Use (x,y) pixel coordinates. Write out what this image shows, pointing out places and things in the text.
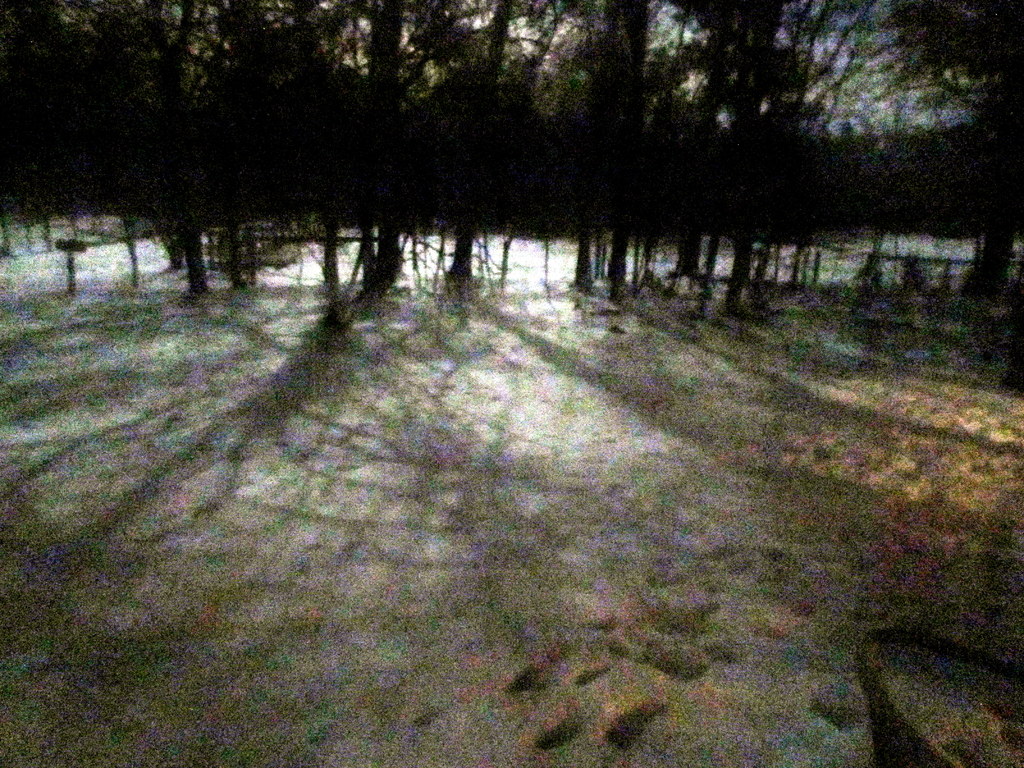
In this picture we can see trees (709,153) in the background (570,183), at the bottom (140,515) we can see shadows (360,431) of trees (731,188).
